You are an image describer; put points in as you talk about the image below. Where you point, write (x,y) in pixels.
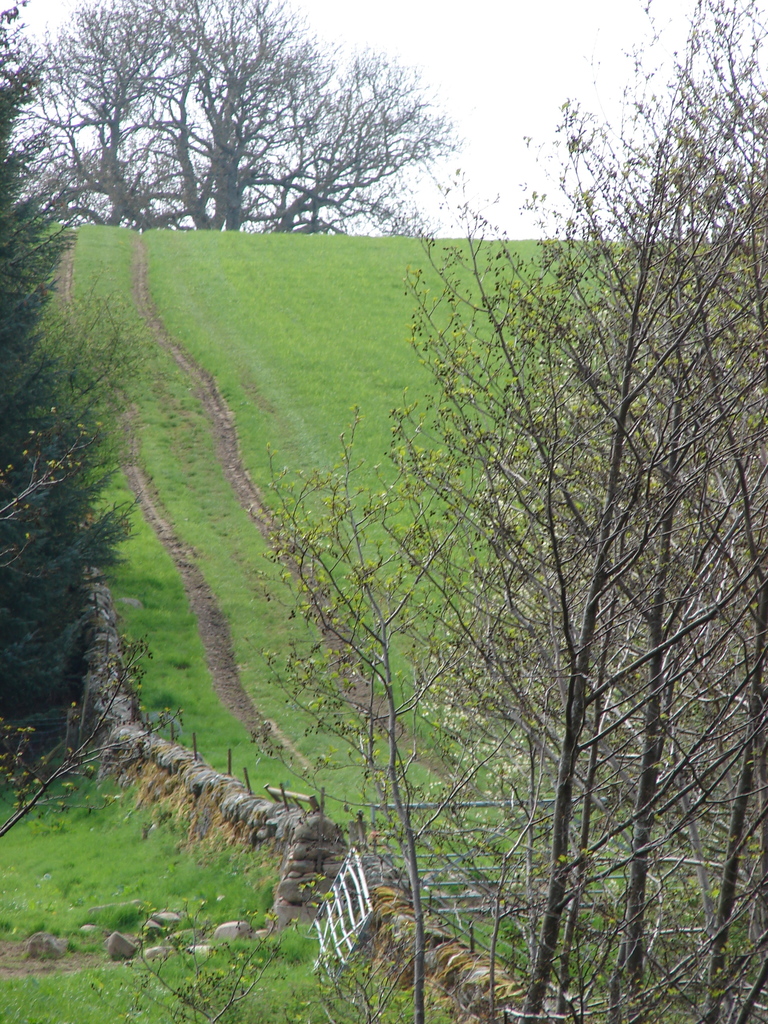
In this image we can see trees (12,340). On the ground (256,545) there is grass (131,802). Also there are stones (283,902). And there is a wall (201,808). In the background (508,110) there is sky (470,118).
